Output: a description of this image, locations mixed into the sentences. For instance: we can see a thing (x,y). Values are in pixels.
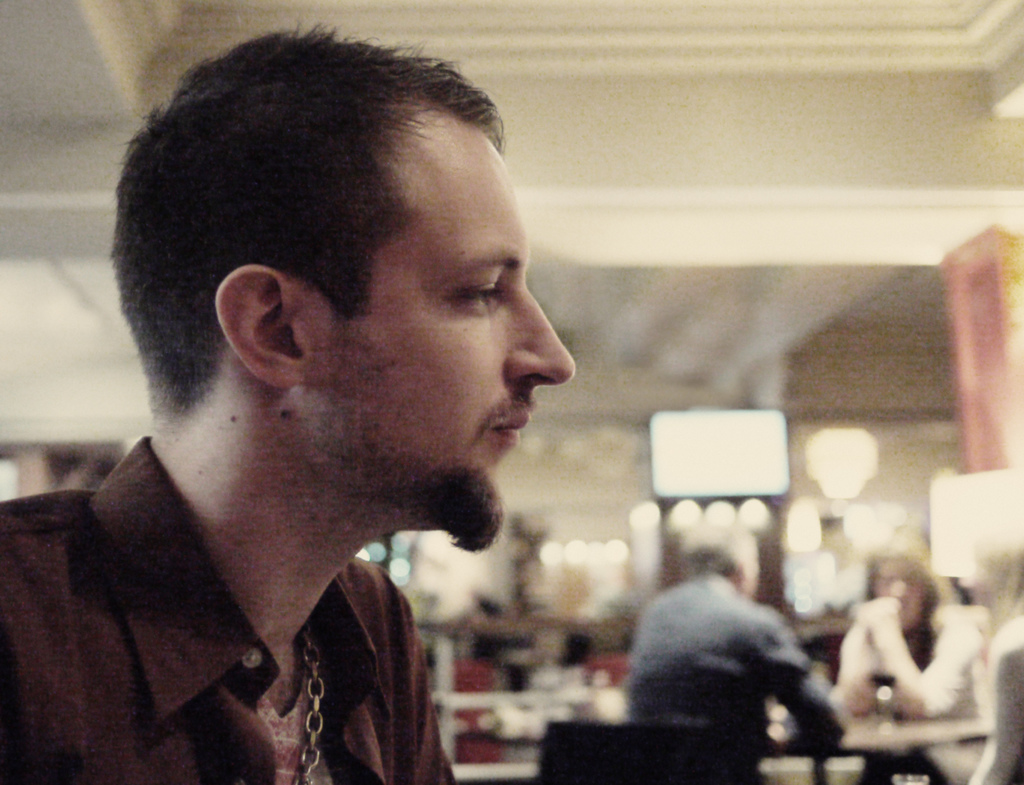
In this image we can see a man (312,413). In the background (724,340) we can see walls (568,140), pillars (951,274), persons (753,696) sitting on the chairs (644,728) and electric lights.
